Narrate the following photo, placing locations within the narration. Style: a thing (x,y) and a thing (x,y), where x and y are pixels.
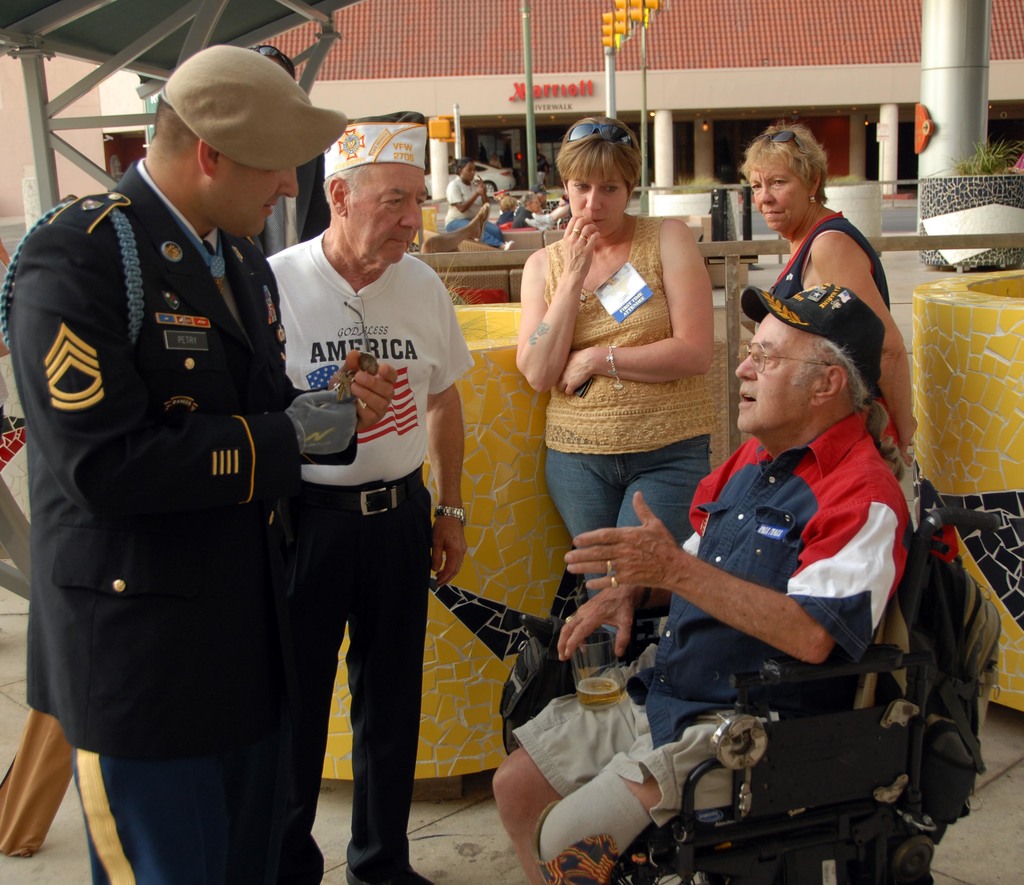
In this image there are persons (454,383) standing and sitting. In the center (506,369) there are objects (927,310) which are yellow in colour. In the background (459,173) there are persons (512,214) sitting and there are plants (970,150), pillars (987,98), poles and building (483,52) with some text (541,94) written on the wall (558,86) of the building (579,91). On the left side (36,108) there is a stand (169,52).
